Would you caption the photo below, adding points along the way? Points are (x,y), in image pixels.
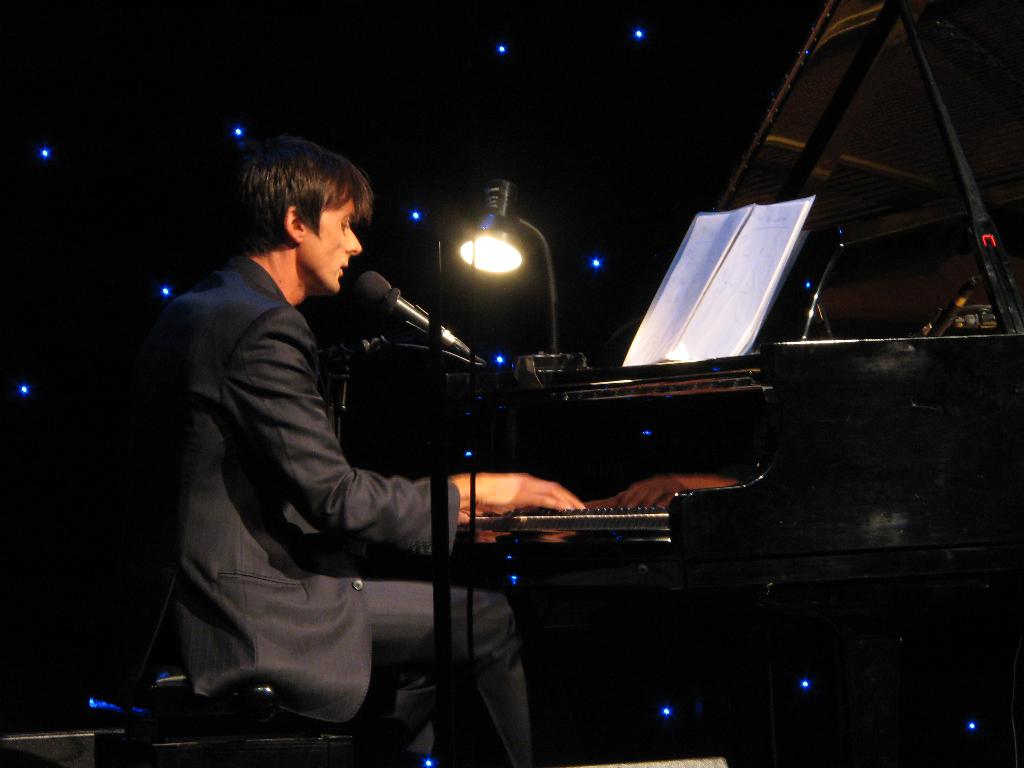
A person (211,481) wearing a black coat (222,509) is sitting on a stool (277,710) and singing. And he is playing a piano (603,497). There is a mic (412,318) with a mic stand (442,494). On the piano (692,410) there is a book (699,284) and a lamp (502,246).
